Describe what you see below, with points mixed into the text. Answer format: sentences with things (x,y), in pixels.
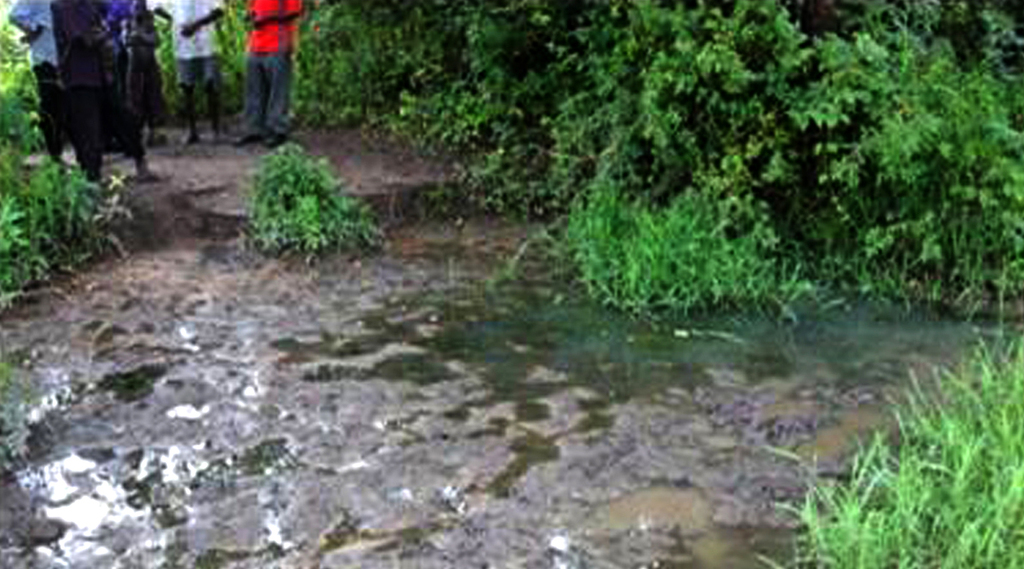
On the top left (149,37), there are persons (24,5) standing on the ground (221,264). Beside them, there are plants (231,25). On the bottom left (75,494), there is water (493,337). On the right side (999,506), there is grass (951,448). Beside this grass (952,403), there is water (579,362). Beside this water (492,366), there are plants (517,81).
